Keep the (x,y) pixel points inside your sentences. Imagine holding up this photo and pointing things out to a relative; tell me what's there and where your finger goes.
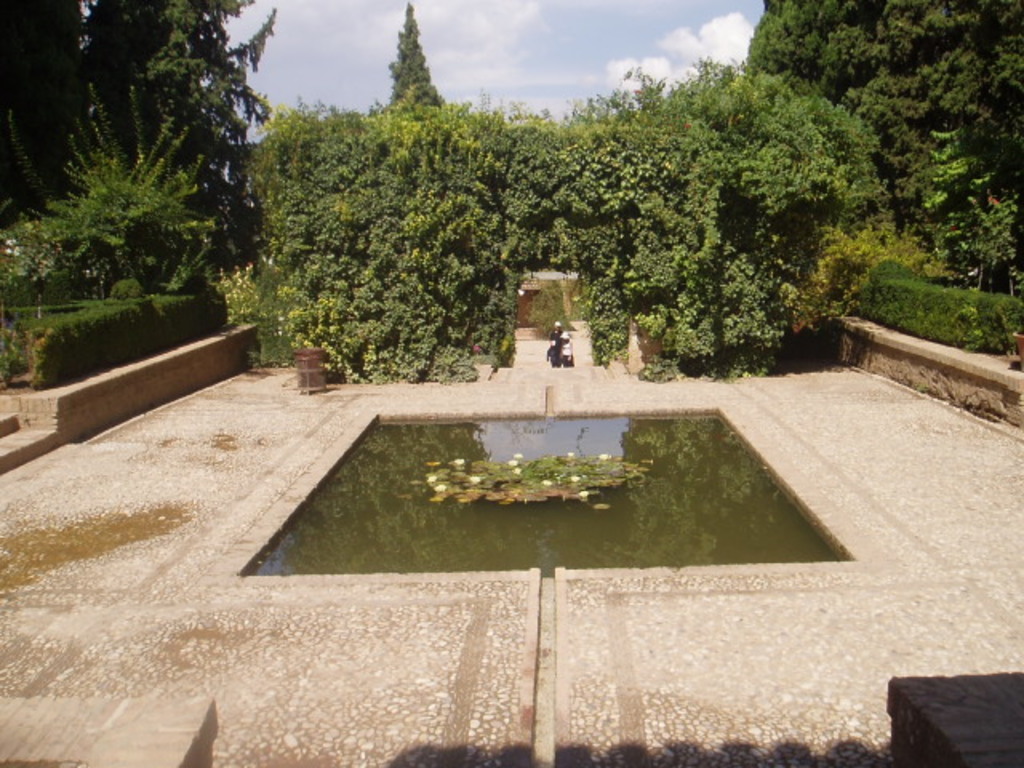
In this picture we can see trees (900,67), water (378,525), path (384,618) and a person (569,335) and in the background (445,28) we can see the sky (547,24) with clouds (693,35).
